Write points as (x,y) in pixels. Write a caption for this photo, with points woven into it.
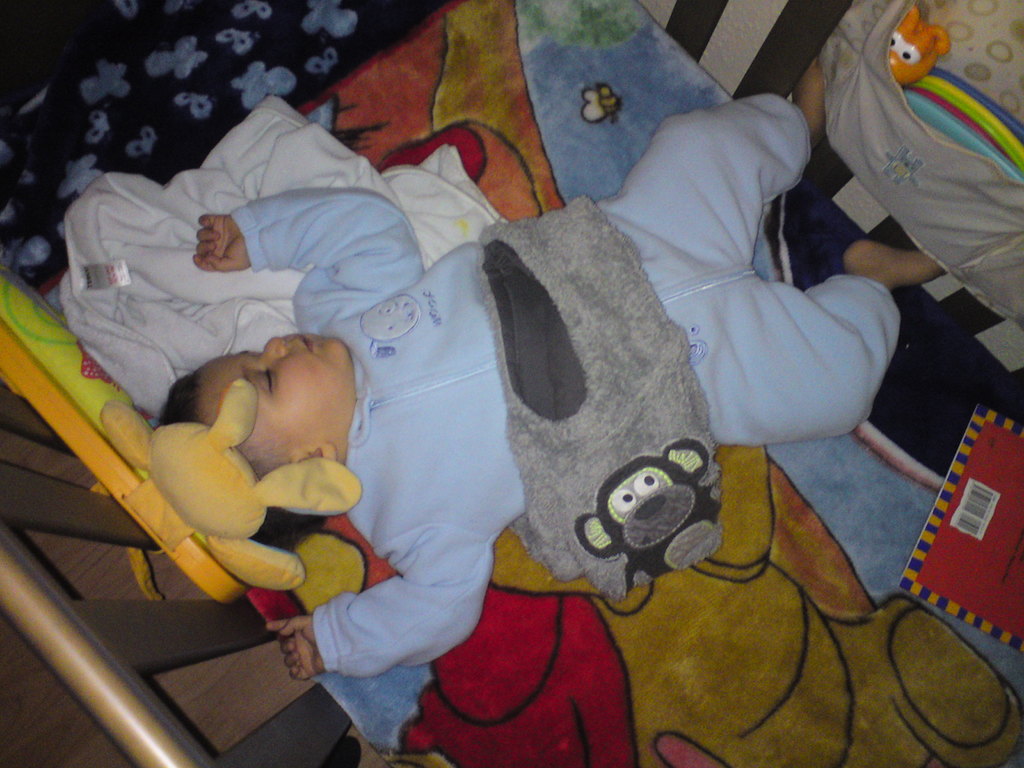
A baby (725,419) is sleeping in a cradle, this person (453,391) wore a sky blue color sweater (453,408). In the right side (940,517) it's a book (928,541).
